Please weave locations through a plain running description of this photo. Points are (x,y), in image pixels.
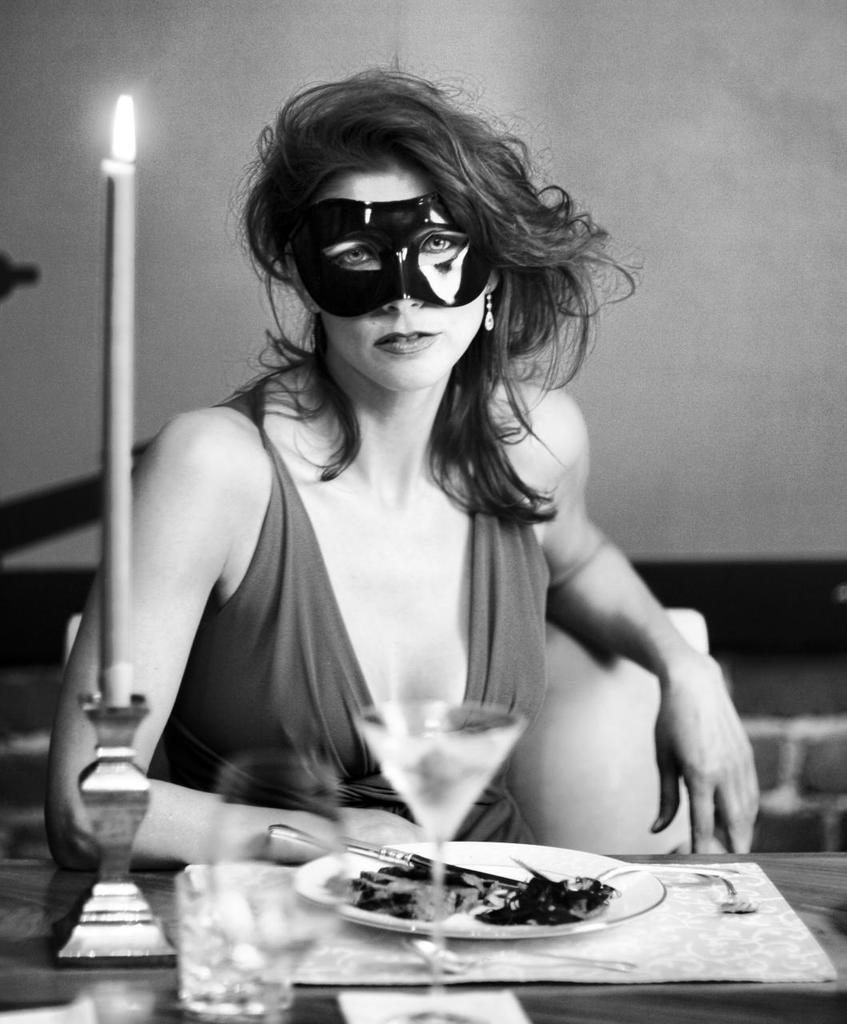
In this image i can see a woman (395,577) sitting, there is a plate (532,857), a candle (124,509) on a table (606,985) at the back ground (619,398) i can see a wall (614,424).
